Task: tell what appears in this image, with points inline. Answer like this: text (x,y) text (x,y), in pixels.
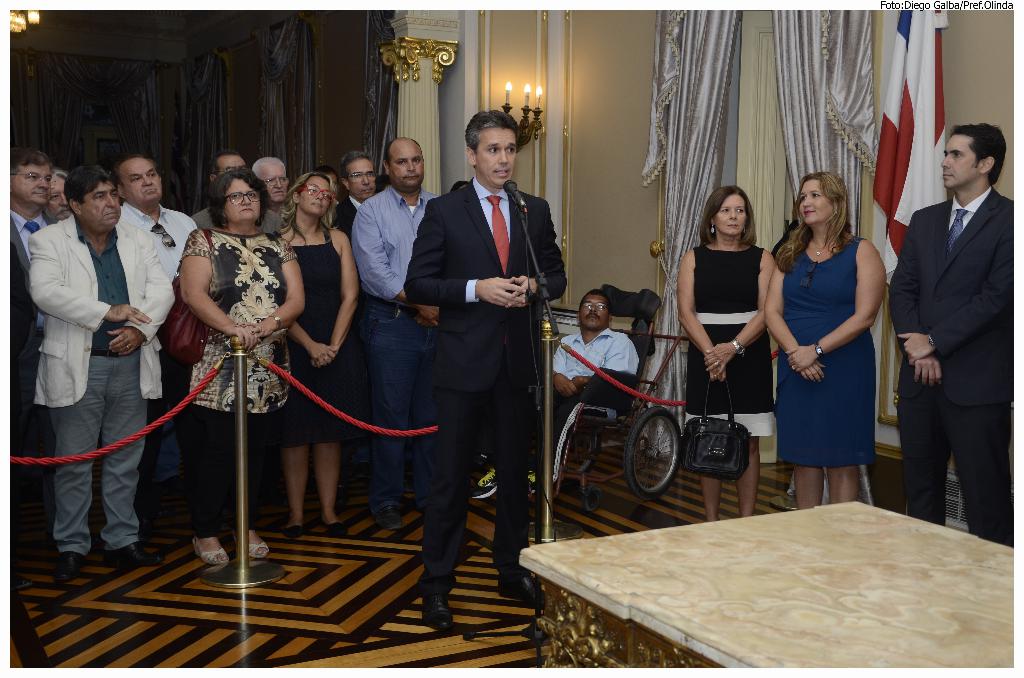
In this image we can see a few people (387,298), among them one person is sitting on the wheel chair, we can see a person (494,380) standing in front the mic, there are some curtains (205,141), poles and a pillar (413,30). We can see a lamp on the wall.
